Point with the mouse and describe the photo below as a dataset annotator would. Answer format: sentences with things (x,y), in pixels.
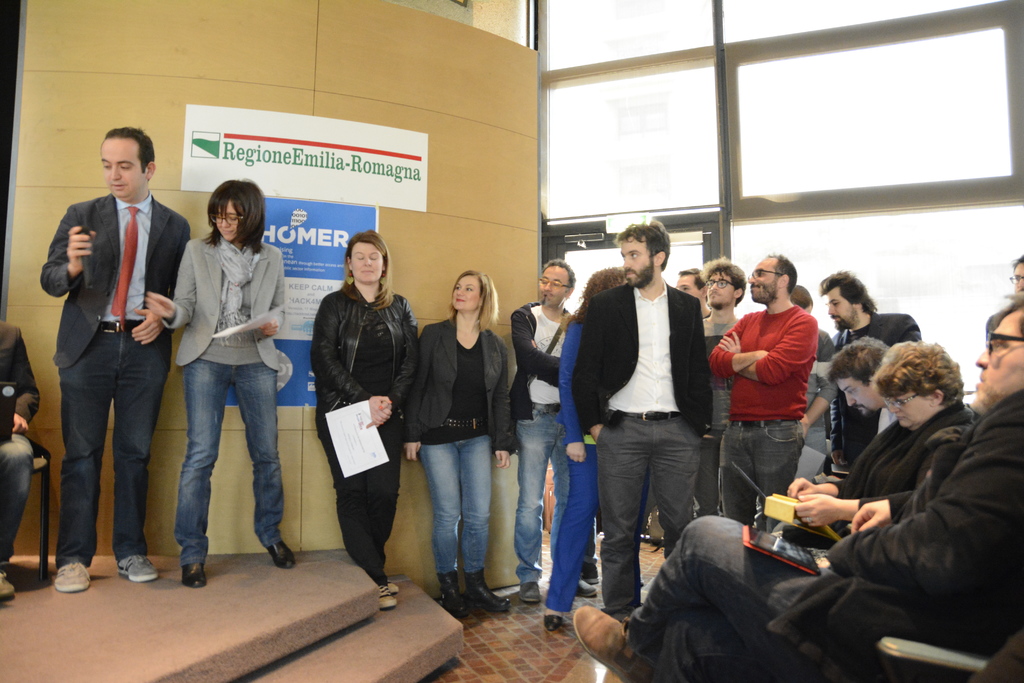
In this picture we can observe some people (495,400) standing and some were sitting. There were men (598,368) and women (316,348) in this picture. We can observe white and blue color boards (307,209) fixed to the yellow color wall (470,147) here. On the right side (860,133) there are windows (782,199).
